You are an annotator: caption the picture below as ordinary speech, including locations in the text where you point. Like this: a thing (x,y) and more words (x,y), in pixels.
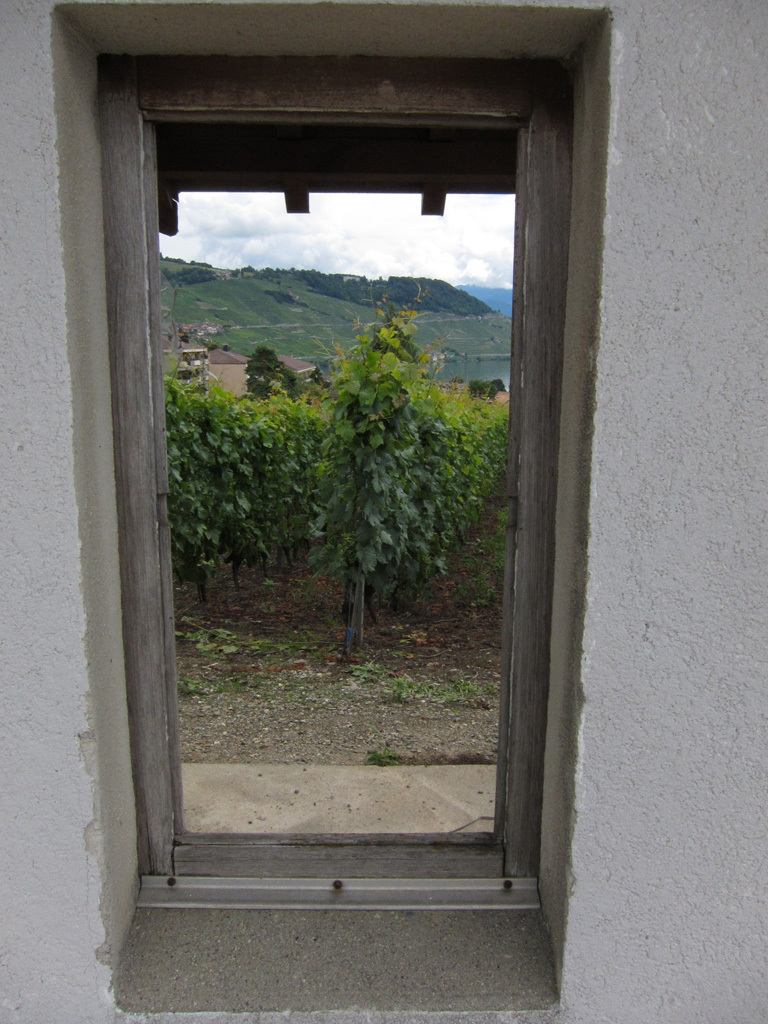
In the center of the image (265,530) there is a window (513,313). In the background of the image (251,396) there are mountains (297,280) and plants (242,426). To both the sides of the image there are walls (29,532).
